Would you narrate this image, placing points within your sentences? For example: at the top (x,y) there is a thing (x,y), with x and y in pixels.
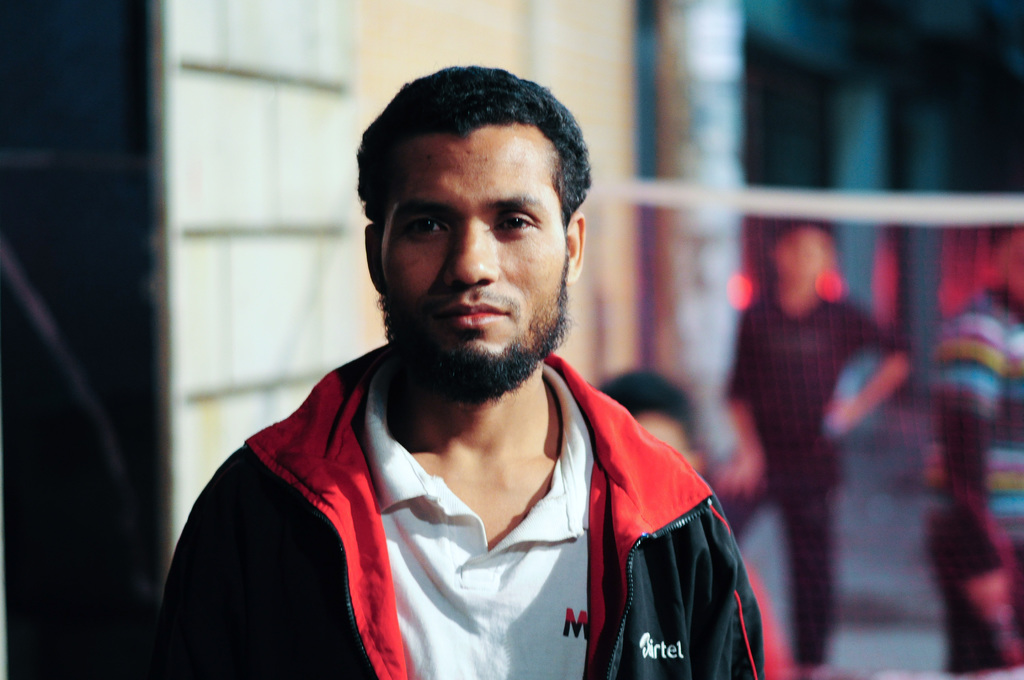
In the center of the image (468,319) a man (445,392) is there. In the background (989,317) we can see some persons (1005,427) are there and wall (592,54) is present. At the bottom of the image (881,647) floor (895,633) is there.
